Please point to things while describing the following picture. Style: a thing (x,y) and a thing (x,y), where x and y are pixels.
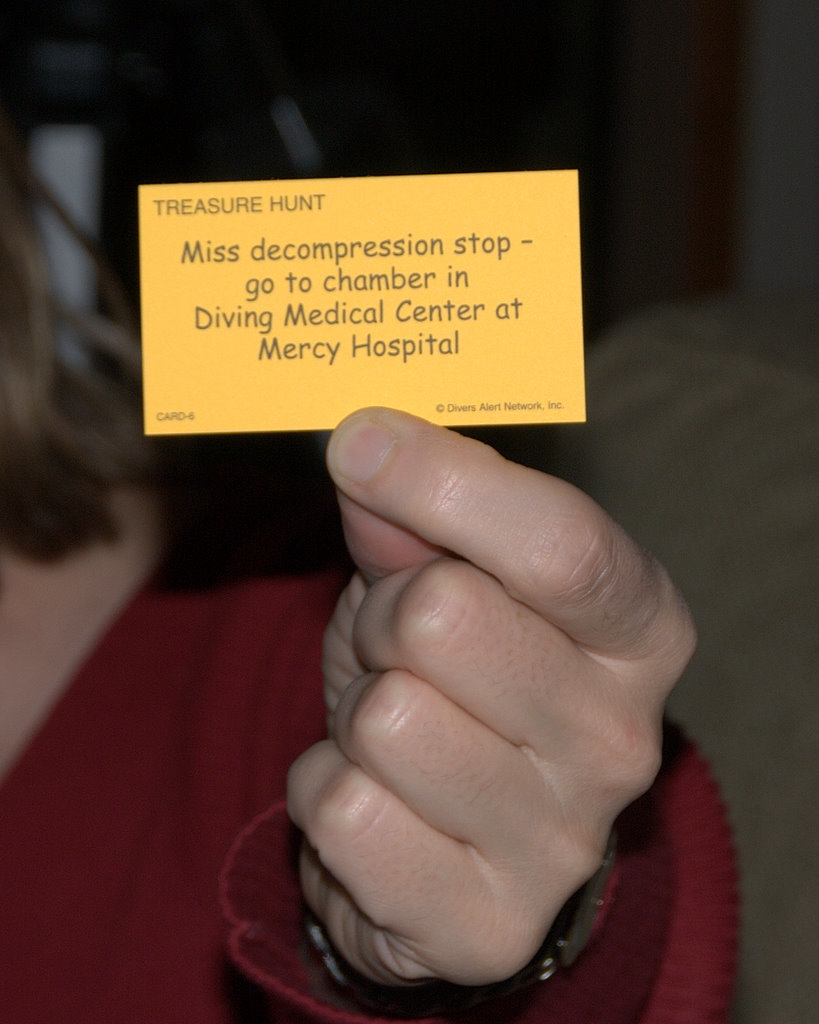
In this image we can see a person (280,735) holding a card (323,429) in her hand (461,592).
